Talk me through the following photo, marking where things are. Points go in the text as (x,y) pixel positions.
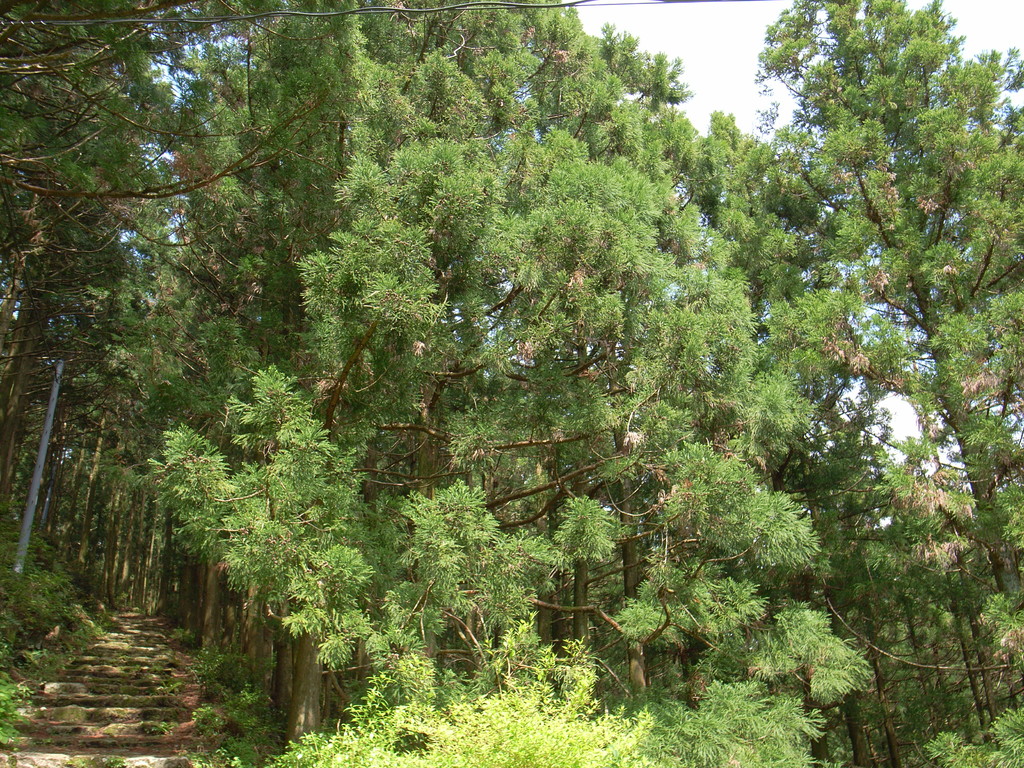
In the picture there are trees (292,565), there are concrete stairs (169,651) present, there is a clear sky (968,51).
